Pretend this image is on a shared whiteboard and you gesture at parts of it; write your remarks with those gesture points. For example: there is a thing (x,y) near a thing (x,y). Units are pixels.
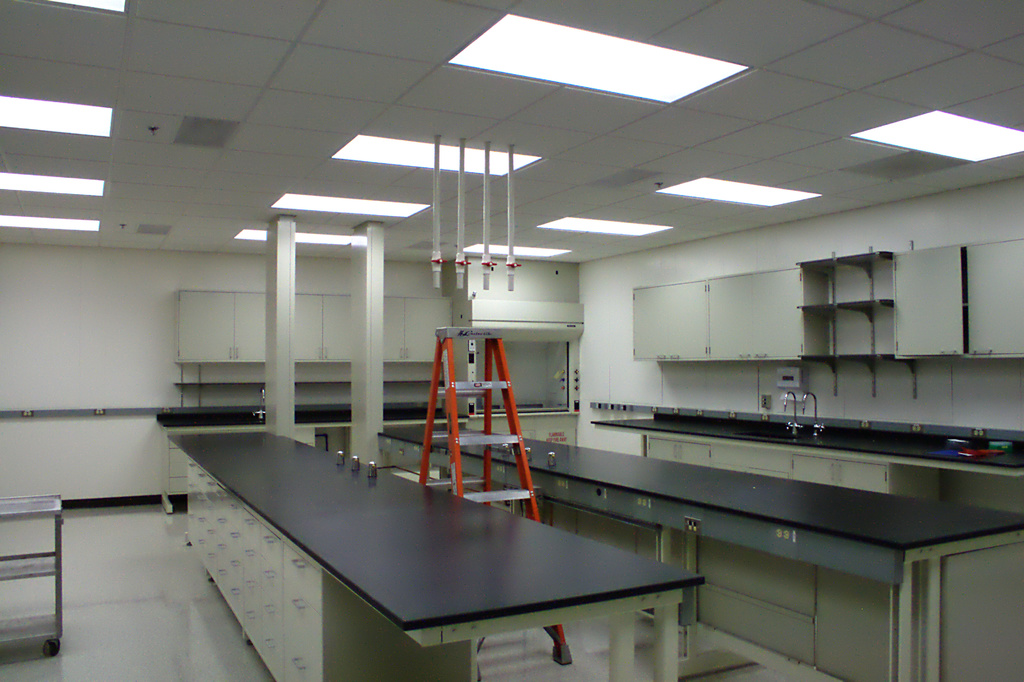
In this image, we can see cupboards (194,469), tables (329,476), ladder stand (505,496), taps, wall (712,403), few objects (15,638) and floor (218,637). In the background (354,397), we can see pillars (271,314). Top of the image (644,101), we can see the ceiling (298,119), lights (474,249) and pipes (437,244).
